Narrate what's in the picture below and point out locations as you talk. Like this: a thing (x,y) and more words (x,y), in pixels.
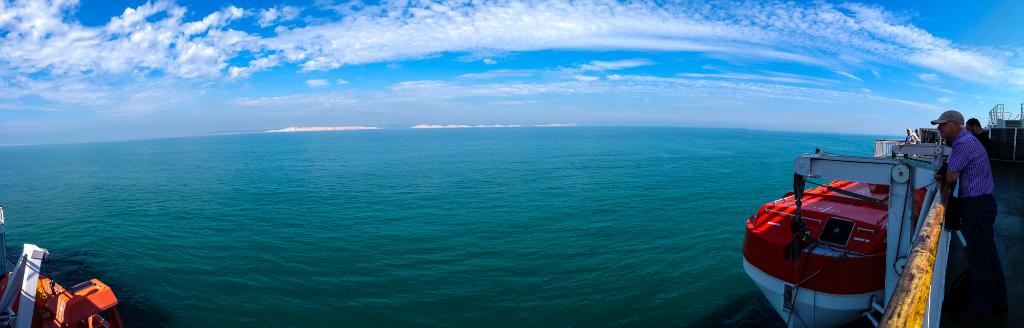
In this image we can see persons (987,185) standing on the ship (917,278), ocean (499,172) and sky (245,85) with clouds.
